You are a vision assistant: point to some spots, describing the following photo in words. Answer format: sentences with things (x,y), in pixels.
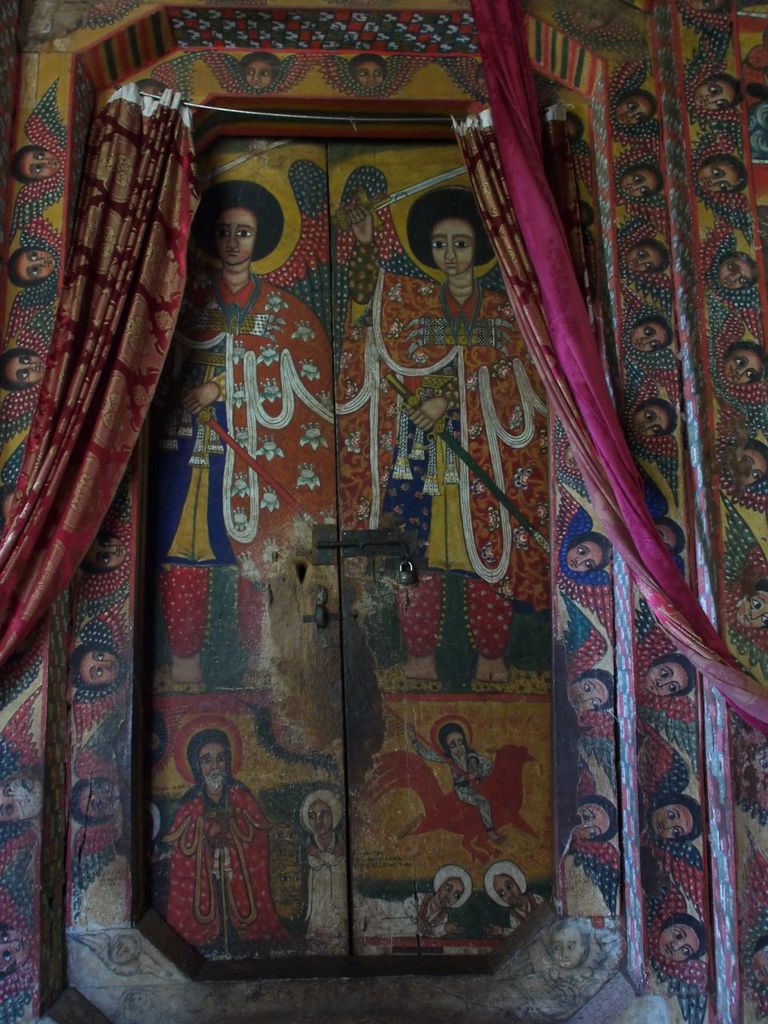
In this picture we can see a wall (43,312), doors (351,747), here we can see a painting (489,592) and curtains (625,531).
